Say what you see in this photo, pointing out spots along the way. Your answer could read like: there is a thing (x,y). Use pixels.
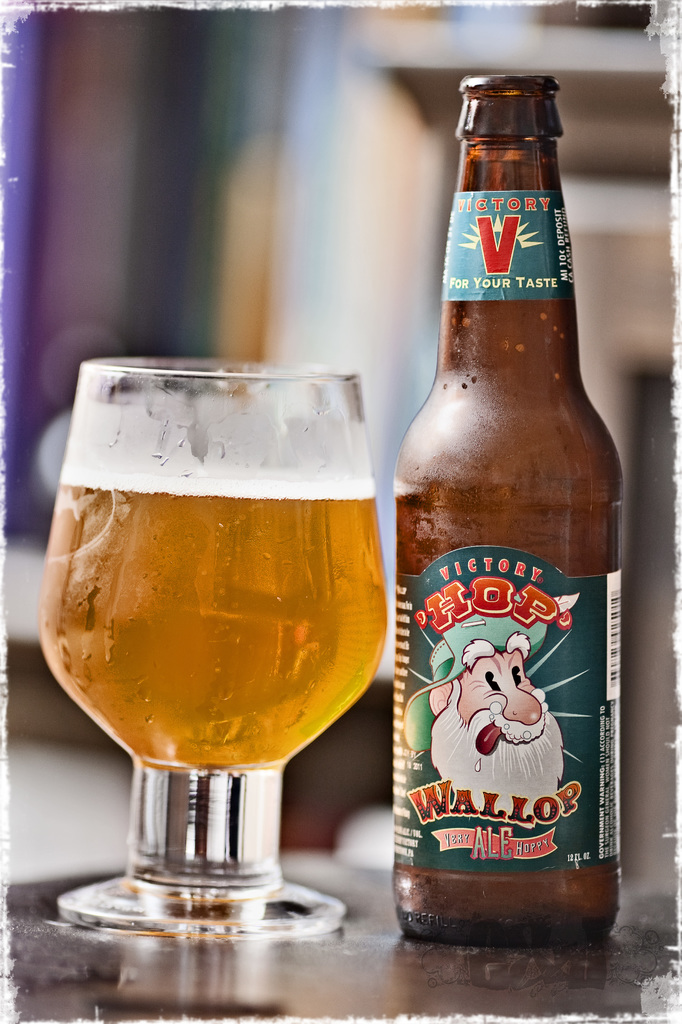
In this image i can see a bottle (501,587) and glass (278,806) with beer (173,748) in it, I can see a sticker (547,759) attached to the beer bottle (475,789) on which there is a person (482,649) with white beard (496,747).
